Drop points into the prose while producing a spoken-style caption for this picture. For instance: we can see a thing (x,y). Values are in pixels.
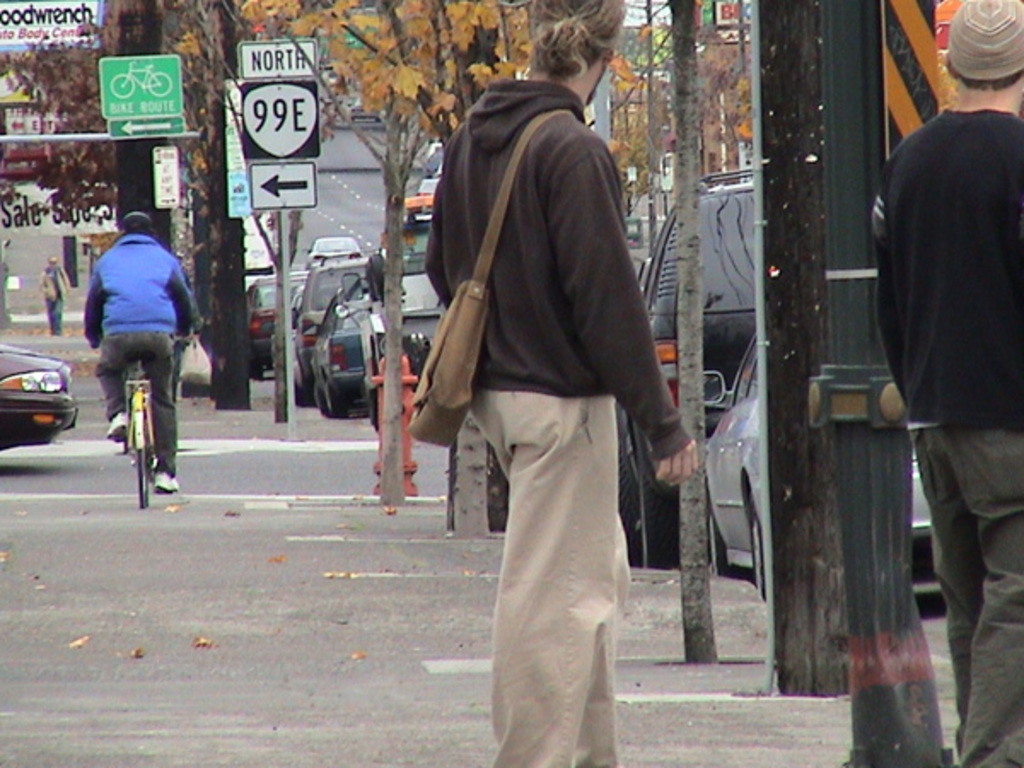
In this picture there is a person (1021,380) standing wearing a hat (1006,29), there is another person (986,19) wearing a hat (995,41). A person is riding the bicycle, and there are few vehicles (317,295) parked at the side of the road (314,234).
